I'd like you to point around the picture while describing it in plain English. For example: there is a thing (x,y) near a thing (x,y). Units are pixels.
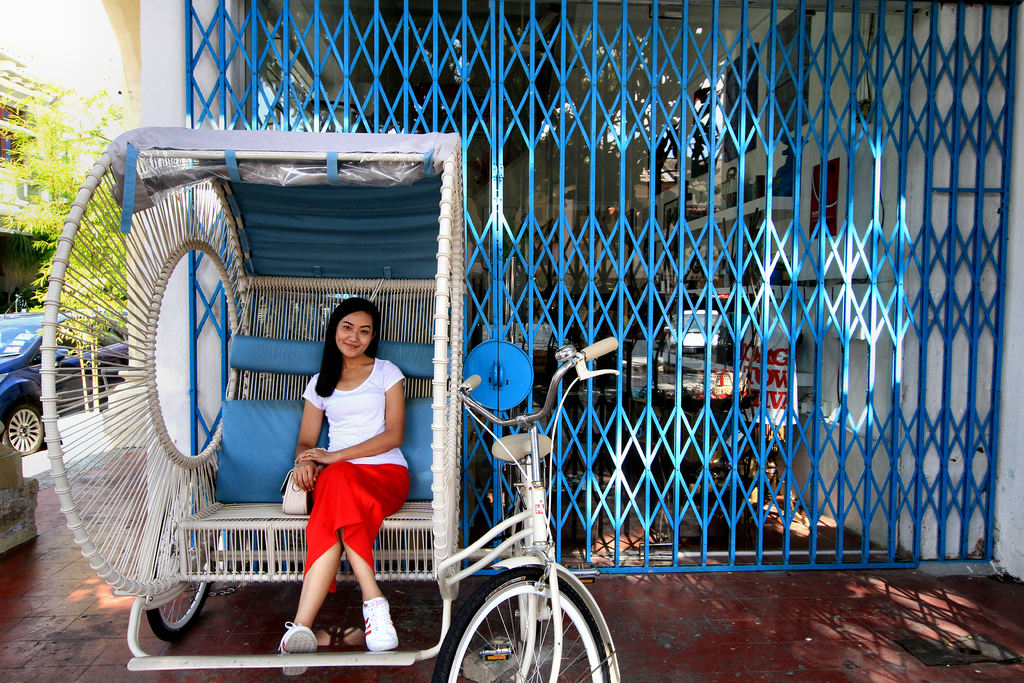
In this image there is a lady (349,512) sitting on a sofa (160,508), in the background (964,531) there is a gate (840,551) and there are trees (104,119) and a car (40,327).
